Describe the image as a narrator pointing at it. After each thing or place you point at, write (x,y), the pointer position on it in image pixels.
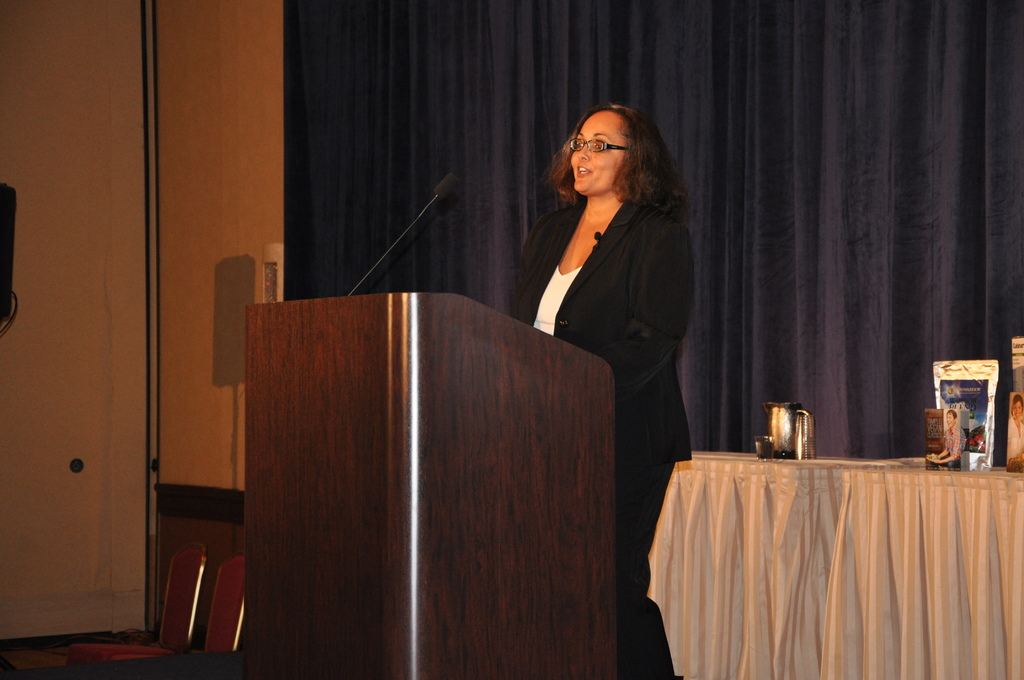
This picture shows a woman (619,233) standing at a podium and speaking with the help of a microphone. She wore spectacles (595,150) on her face (583,158) and we see a table (883,465) with a packets (983,415) on it and we see a blue cloth (515,130) on the back (971,357).
